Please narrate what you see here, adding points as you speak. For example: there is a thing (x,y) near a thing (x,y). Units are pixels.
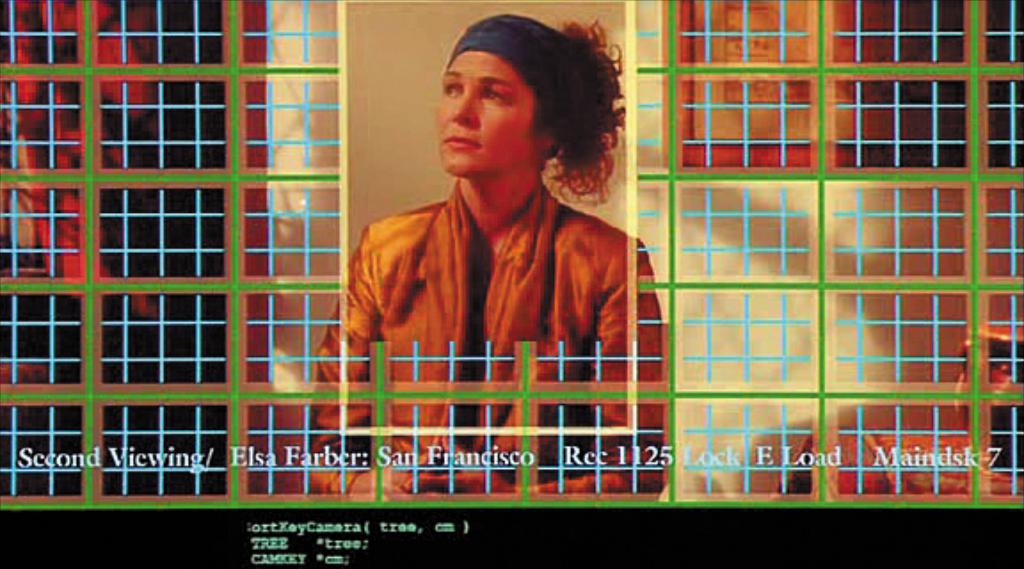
This is an edited image. We can see a woman (533,215). On the left (185,176) and right side of the image (840,208), it looks like wire mesh (230,179). Behind the woman (435,220) there is a wall (356,120). On the image, it is written something.
